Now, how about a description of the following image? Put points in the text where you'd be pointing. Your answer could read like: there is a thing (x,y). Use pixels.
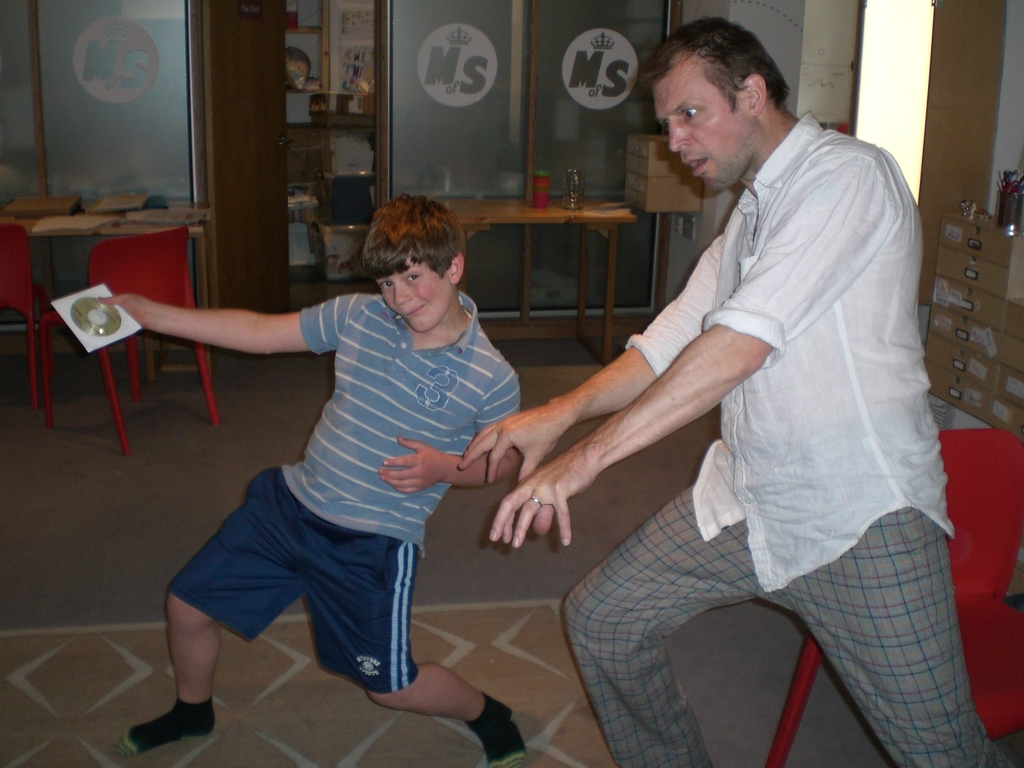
One man (654,434) wearing a white shirt (836,280) is standing and a boy (433,422) wearing a blue dress (351,452) is standing holding a CD (110,321). Behind them there is a door (238,199), table (101,228), two chairs (167,261). And another table (488,220), on the table (547,213) there are some items (582,183). Some boxes (967,307) are kept on the side.
